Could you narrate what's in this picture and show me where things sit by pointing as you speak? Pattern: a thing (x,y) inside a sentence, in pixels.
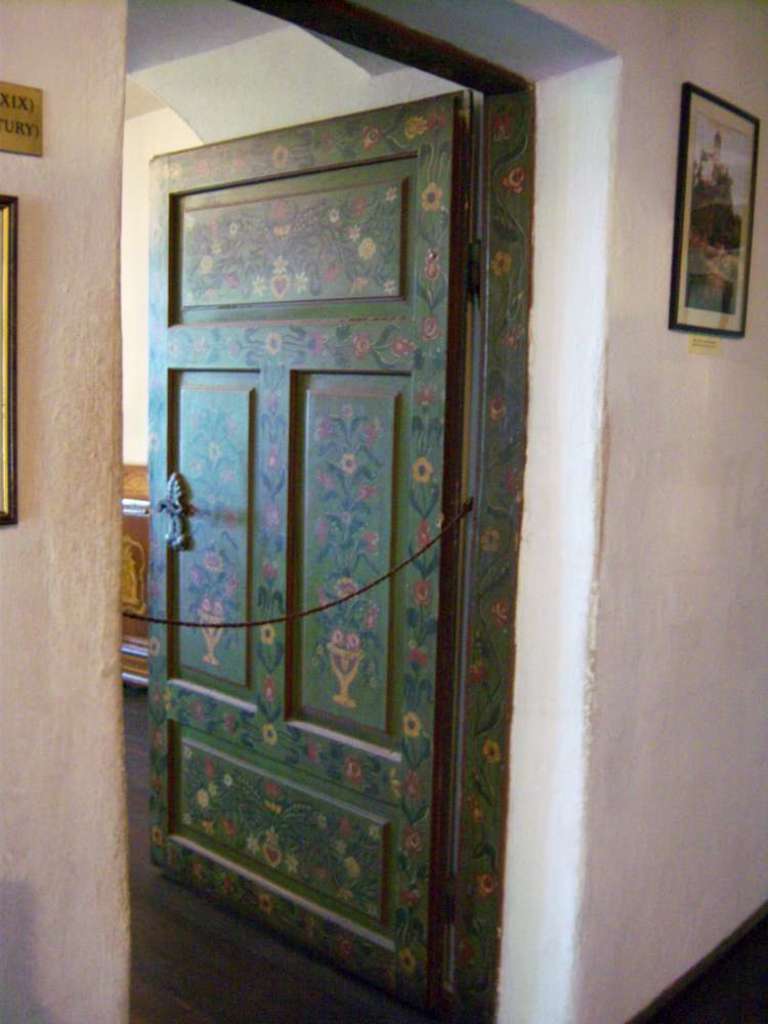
In the center of the image (437,591) we can see a door (180,494) and there are frames (10,267) placed on the wall (699,487). In the background (142,544) there is an object (142,605).
